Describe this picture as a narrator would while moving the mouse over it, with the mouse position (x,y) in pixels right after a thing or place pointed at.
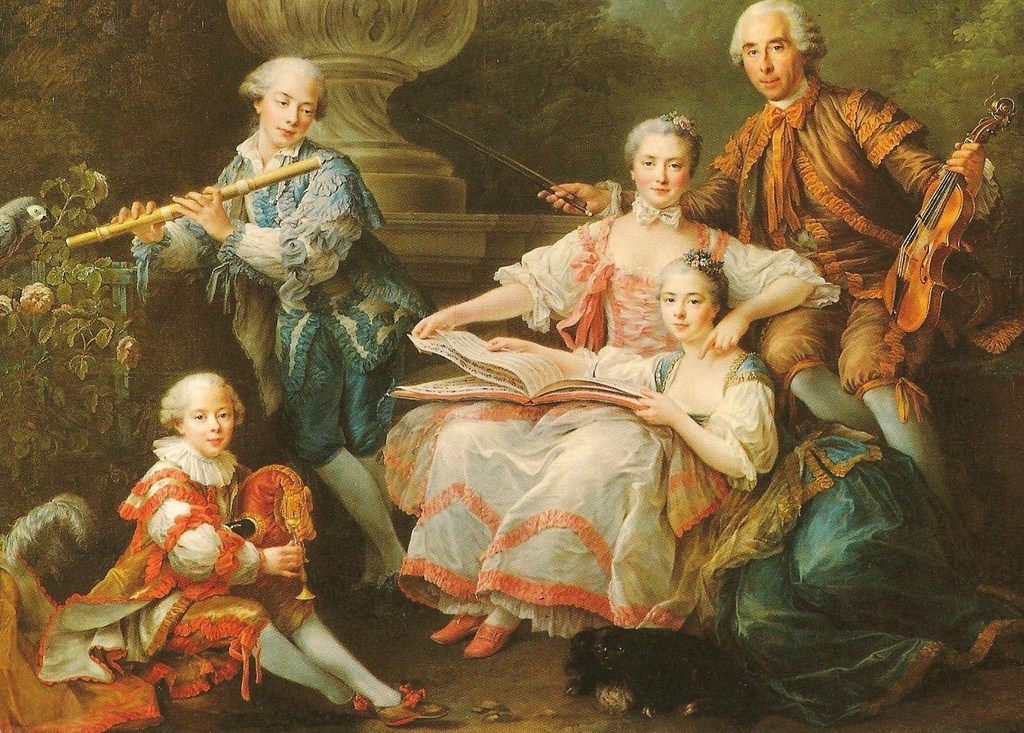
In this picture there is a painting (381,371) of a woman (602,267) carrying a book (529,369) on her laps (529,420) and there is a person (757,368) sitting beside her and there is another person (870,178) sitting in the right corner (893,211) is holding a violin (948,175) in his hands (963,152) and there is a man (288,198) holding a flute (223,195) in his hands (225,198) on either side of a woman (615,311) and there is a kid (173,496) sitting in the left corner (155,539) and there are some other objects (67,195) in the background (55,183).
